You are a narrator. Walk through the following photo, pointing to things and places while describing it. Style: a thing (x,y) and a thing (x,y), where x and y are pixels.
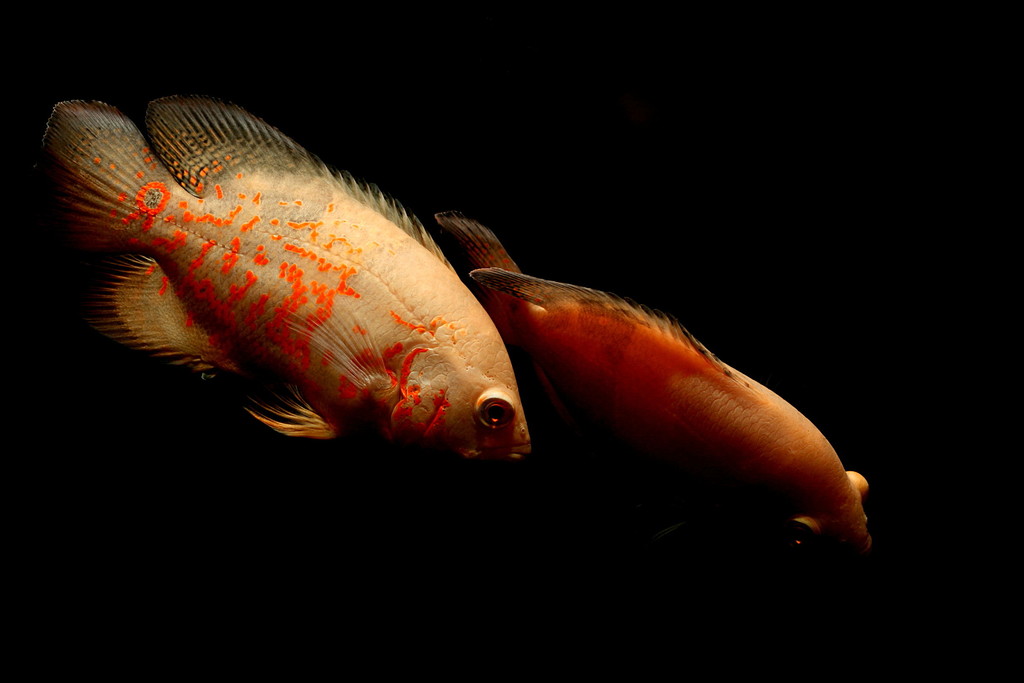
In the picture there are two fishes (598,405) present.
